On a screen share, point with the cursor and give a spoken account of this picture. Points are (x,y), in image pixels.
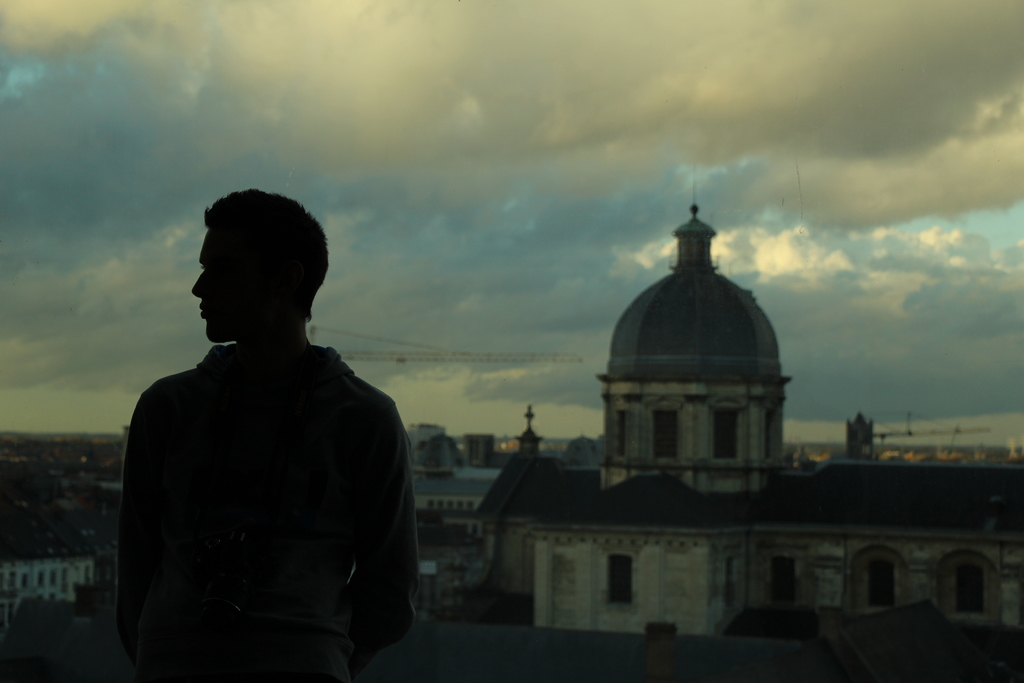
In the foreground (318,671) I can see a person (366,648). In the background (456,498) I can see buildings (453,505) and a palace (627,501). At the top (459,127) I can see the sky (497,199). This image is taken may be in the evening.
